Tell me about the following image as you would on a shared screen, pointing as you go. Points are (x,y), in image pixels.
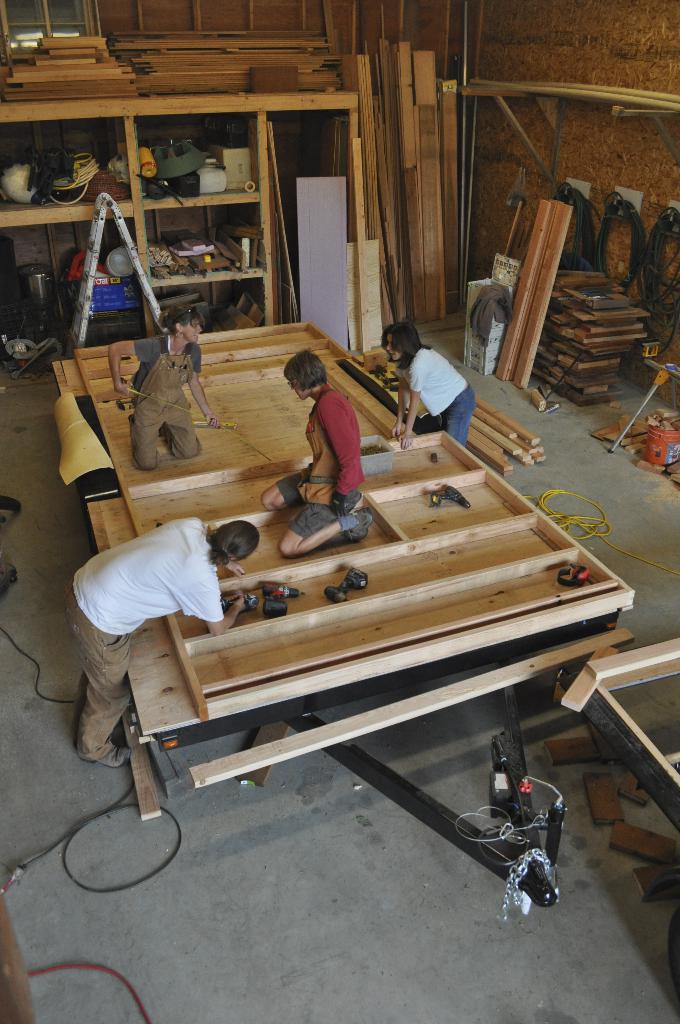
In this picture we can see a carpentry workshop (464,758) with people (240,610) working inside it.
